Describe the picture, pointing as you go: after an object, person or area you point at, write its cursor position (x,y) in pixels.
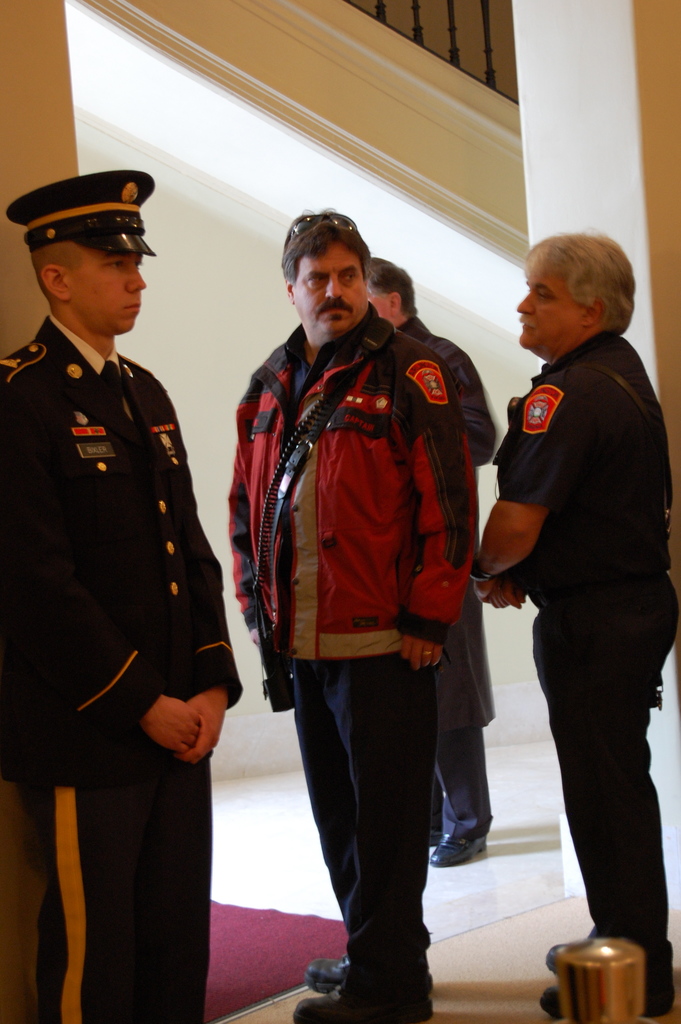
In the picture I can see a soldier (98,513) and a firefighter (580,438) standing on the floor (468,915). One is on the left side (210,610) and the other one is on the right side (555,488). There is a man (429,495) in the middle of the picture (409,418) and he is looking at the firefighter (541,472) on the right side (627,612). There is a carpet (291,922) on the floor (306,882). In the background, I can see a person (441,343) standing on the floor (296,890).
